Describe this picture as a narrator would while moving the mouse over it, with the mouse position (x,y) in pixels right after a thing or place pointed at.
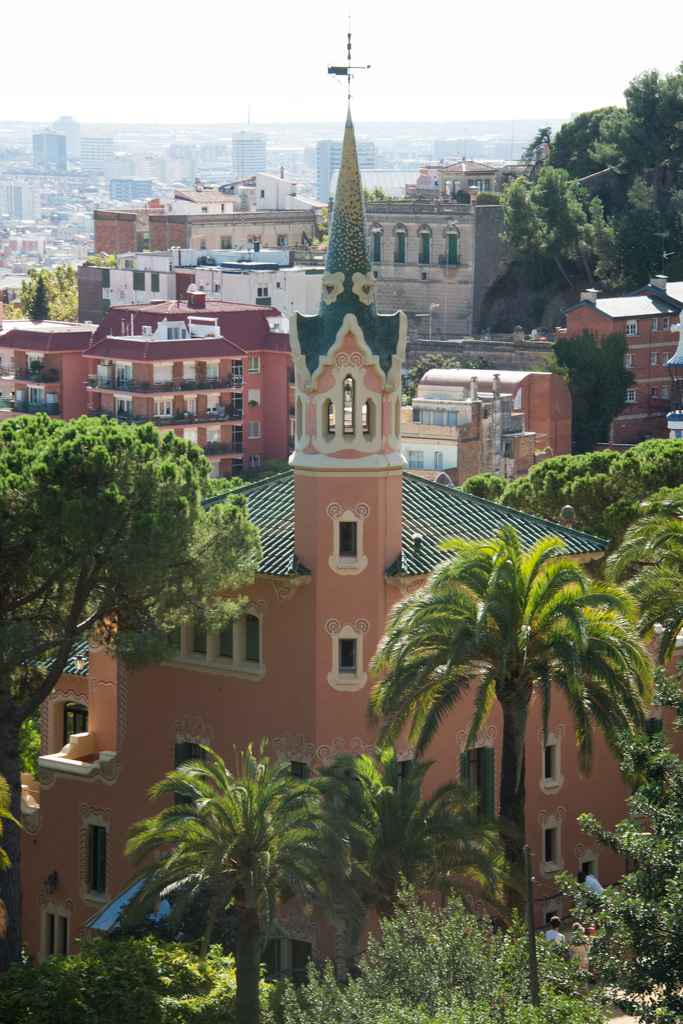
This an aerial view, in this image there are trees (597,483), houses (600,309), buildings (365,206) and the sky (433,75).
